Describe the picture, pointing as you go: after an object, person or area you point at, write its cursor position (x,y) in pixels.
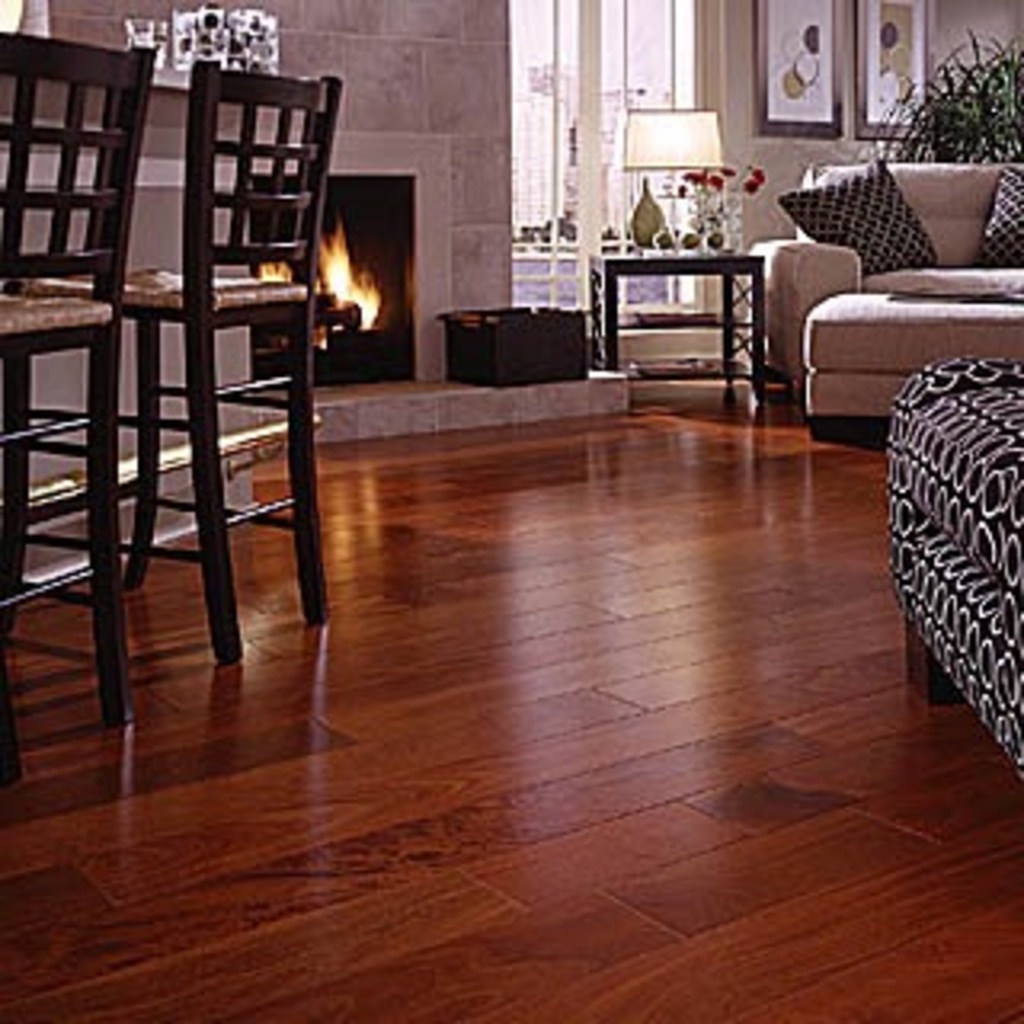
In this picture we can see an inside view of a room (771,531), on the left side (331,424) there are two chairs (311,427) and fireplace (329,327), on right side (927,319) we can see a sofa (932,210), pillows (838,212) and a plant (989,87), there is a table (746,321) in the middle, we can see a lamp (662,147) on the table (712,316), in the background (817,37) there is a wall (741,65), there are two portraits (824,64) on the wall (749,76), we can also see a door (615,59) in the background (561,136).
